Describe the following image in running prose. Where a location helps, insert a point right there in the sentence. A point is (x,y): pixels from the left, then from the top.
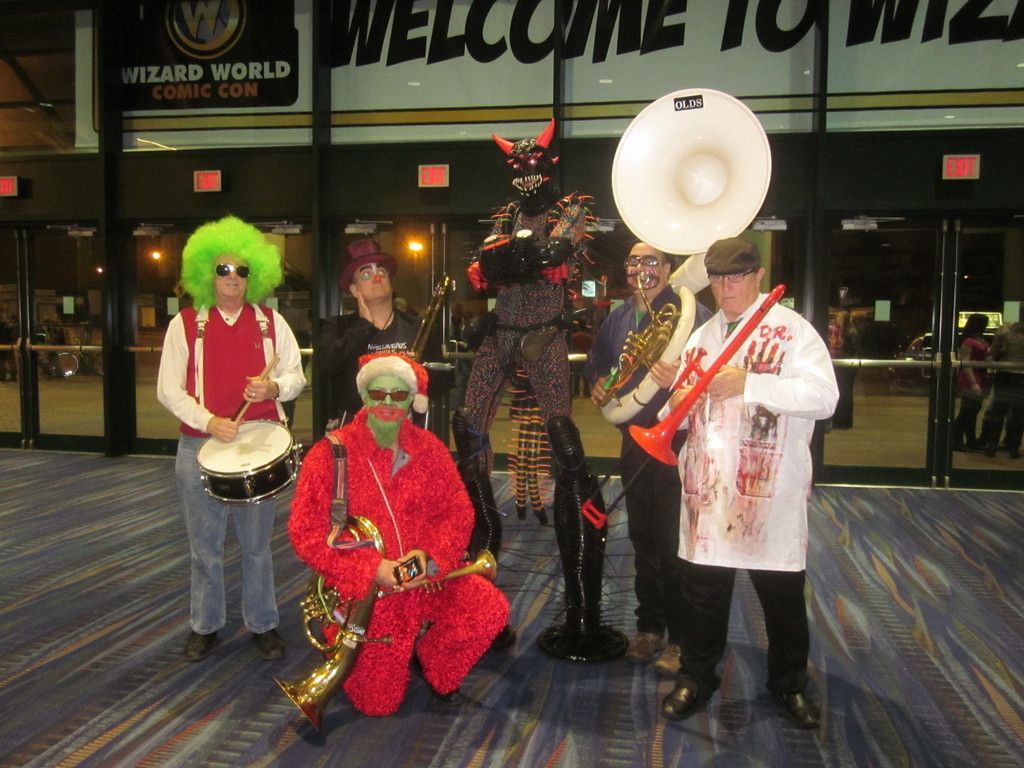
In the foreground (262,565), I can see a group of people (220,510) are playing musical instruments (305,609) on the floor (559,600). In the background (437,412), I can see a building (395,216), board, metal rods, lights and a group of people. This picture might be taken during night.
